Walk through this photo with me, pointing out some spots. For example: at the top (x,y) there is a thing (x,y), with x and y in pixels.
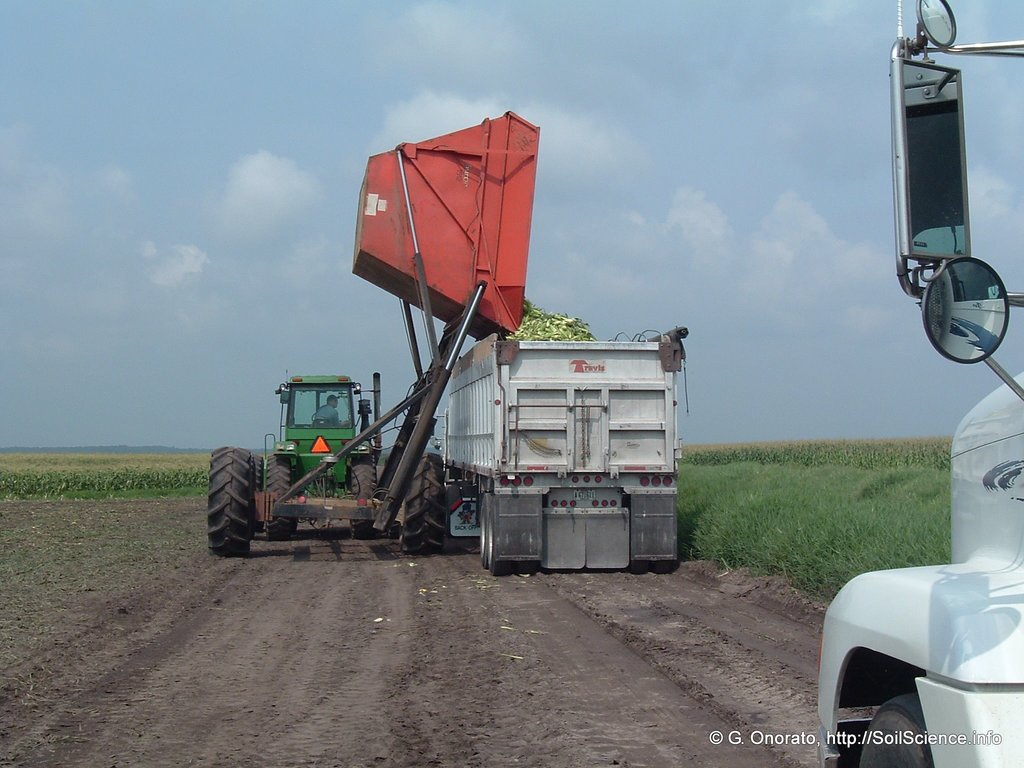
This image is taken outdoors. At the bottom of the image (376,703) there is a ground (689,654) with grass (95,491) and fields (58,466) on it. On the right side of the image (906,582) there is a vehicle (979,506) on the ground (313,641). In the middle of the image (390,469) there is a harvester (253,454) and a truck (473,376) on the ground (297,641). At the top of the image (544,133) there is a sky (389,140) with clouds (605,177).
